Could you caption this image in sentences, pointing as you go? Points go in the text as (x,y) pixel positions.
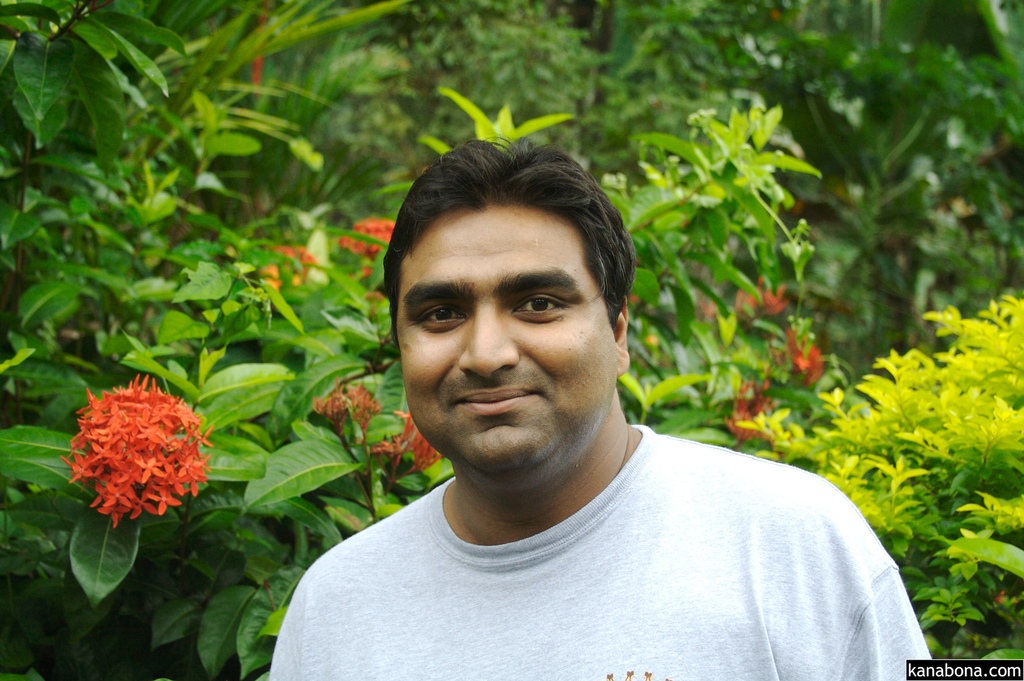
In the image there is a man (766,508) with a t-shirt (526,554) is smiling. Behind him there are trees (381,388) with red flowers (118,426).
